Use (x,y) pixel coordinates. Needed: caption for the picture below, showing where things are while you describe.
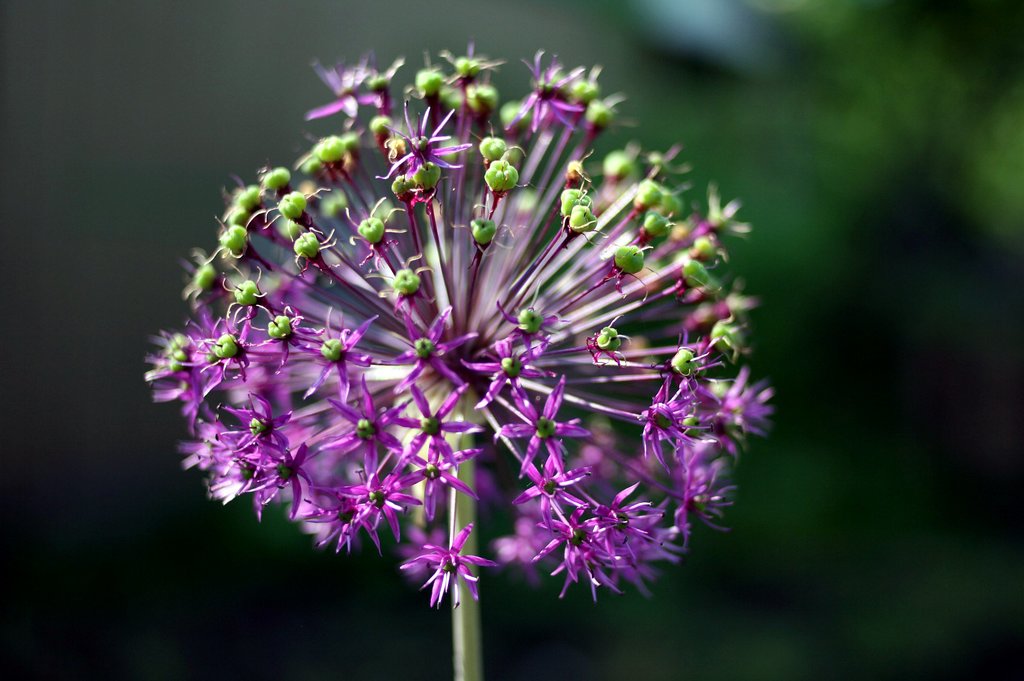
This image is taken outdoors. In this image the background (130,564) is a little blurred. In the middle of the image (505,344) there is a bunch of flowers (473,584) on the plant (457,601).
